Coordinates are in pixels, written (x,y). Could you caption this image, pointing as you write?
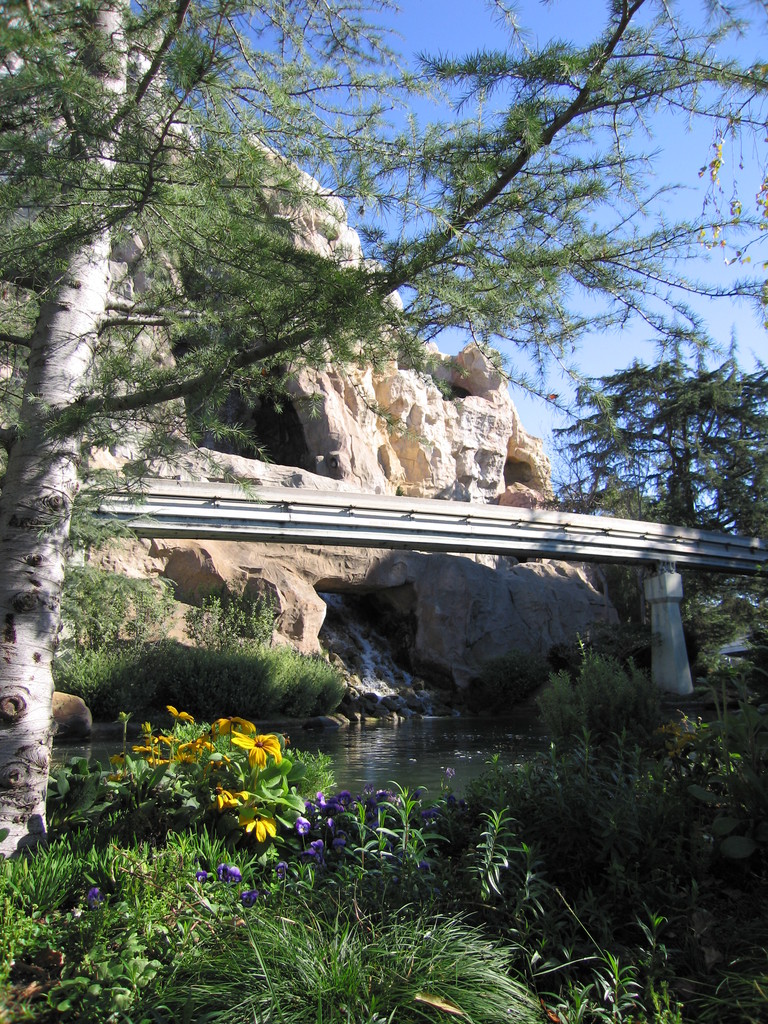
In this image in front (257,827) there are plants (246,844). There is water (470,749). In the center of the image (333,511) there is a bridge (553,547). In the background of the image (354,236) there are trees (76,285), rocks (446,415) and sky (421,26).
